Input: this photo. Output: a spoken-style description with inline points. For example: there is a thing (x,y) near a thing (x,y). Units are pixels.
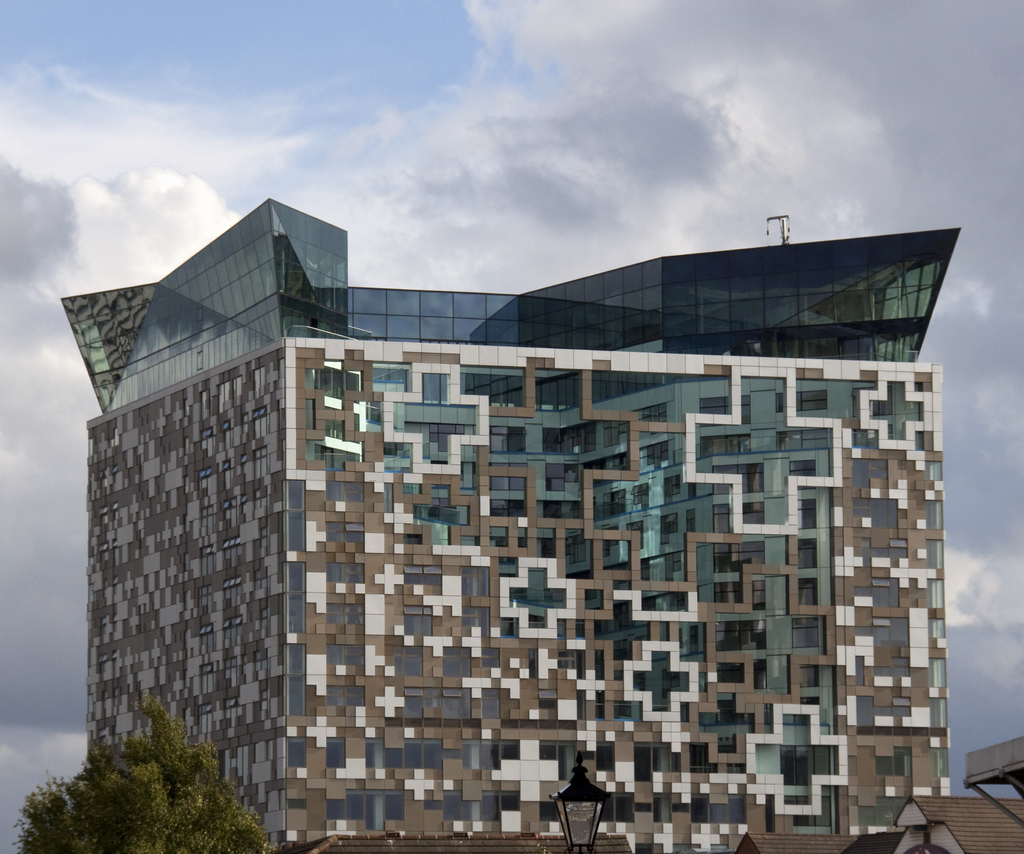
In this image, we can see buildings (521,650), lights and there is a tree (176,761). At the top (422,185), there are clouds (422,185) in the sky (264,109).
